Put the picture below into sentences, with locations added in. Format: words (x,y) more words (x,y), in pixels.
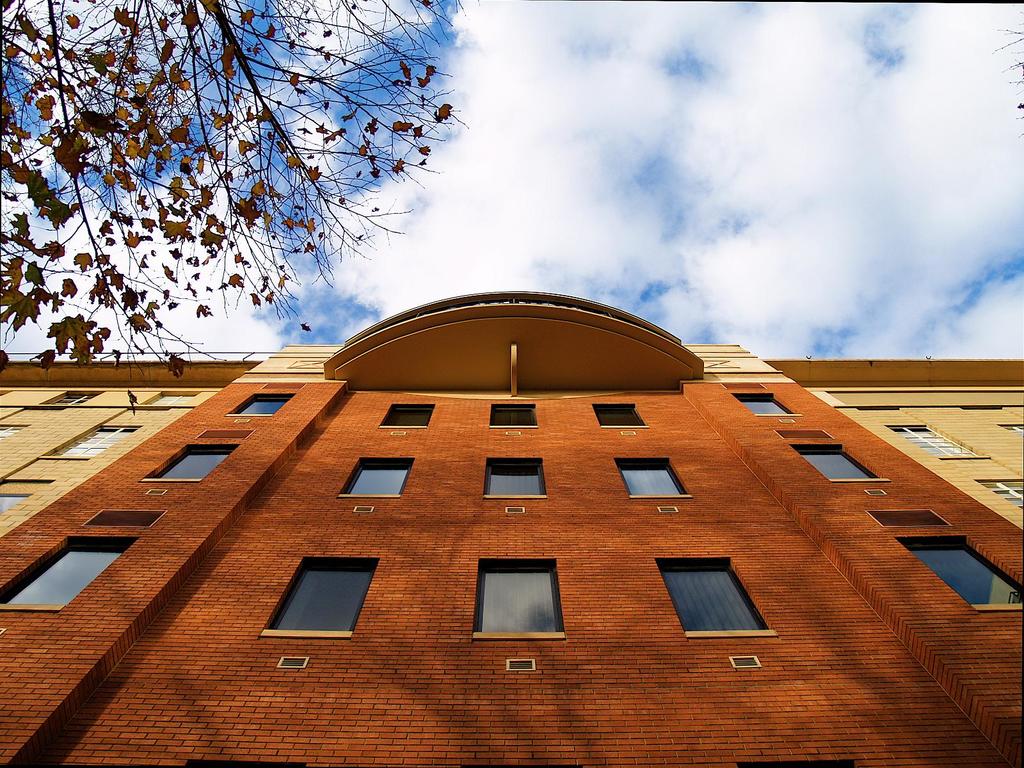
In the foreground of the picture (719,409) there is a building (542,440) with windows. On the left (58,274) we can see the stems (115,126) of a tree (335,98). On the right (1017,87) we can see the stems (1023,29) of a tree (1017,106). Sky (661,162) is partially cloudy.
